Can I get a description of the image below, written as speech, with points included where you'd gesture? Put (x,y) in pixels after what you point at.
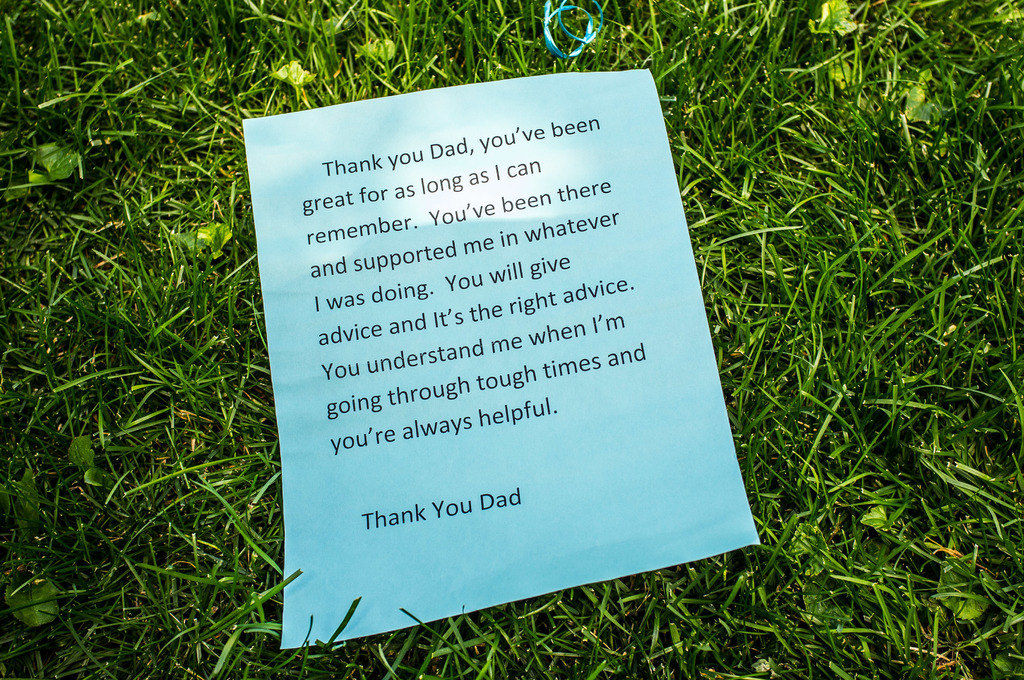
In this image I can see some grass (871,116) which is green in color and on the grass (94,266) I can see a paper (577,475) and something is written on the paper (460,390).
